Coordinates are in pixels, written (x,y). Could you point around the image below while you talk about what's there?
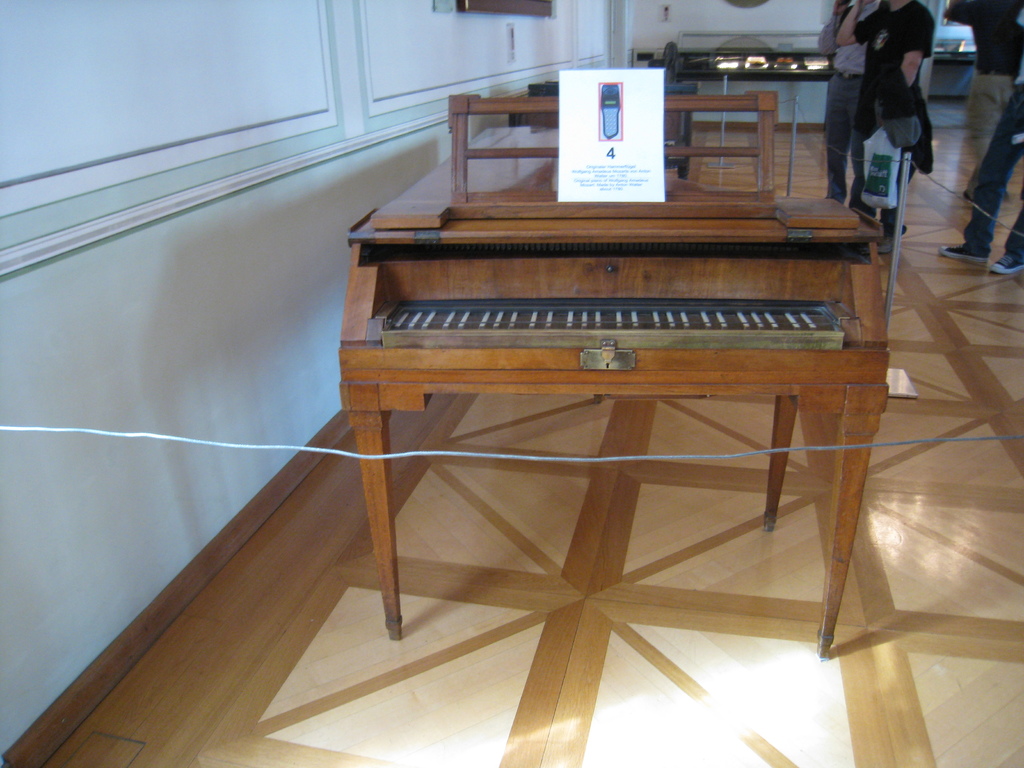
In this image we can see a piano (875,307) on which a board (564,151) is kept. In the background (981,127), we can see a few people (853,75) on the wooden floor (931,417). photo frames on the wall (422,49) and a few things (713,46) kept here.
